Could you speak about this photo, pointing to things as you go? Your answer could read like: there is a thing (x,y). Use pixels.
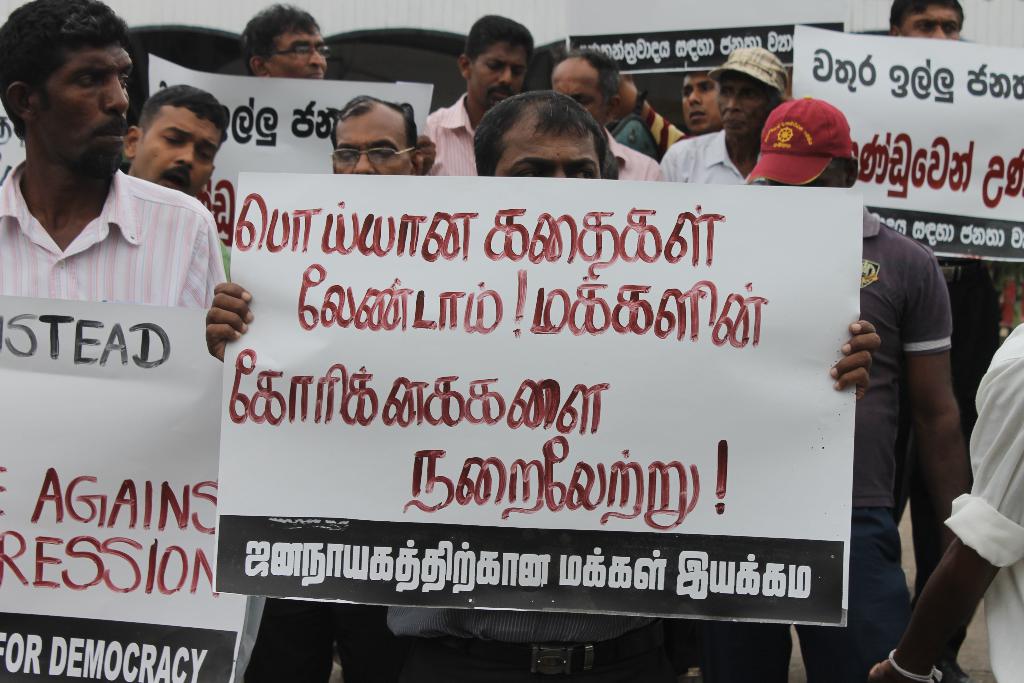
In the image there are many men (442,164) standing and holding banners (420,291).
